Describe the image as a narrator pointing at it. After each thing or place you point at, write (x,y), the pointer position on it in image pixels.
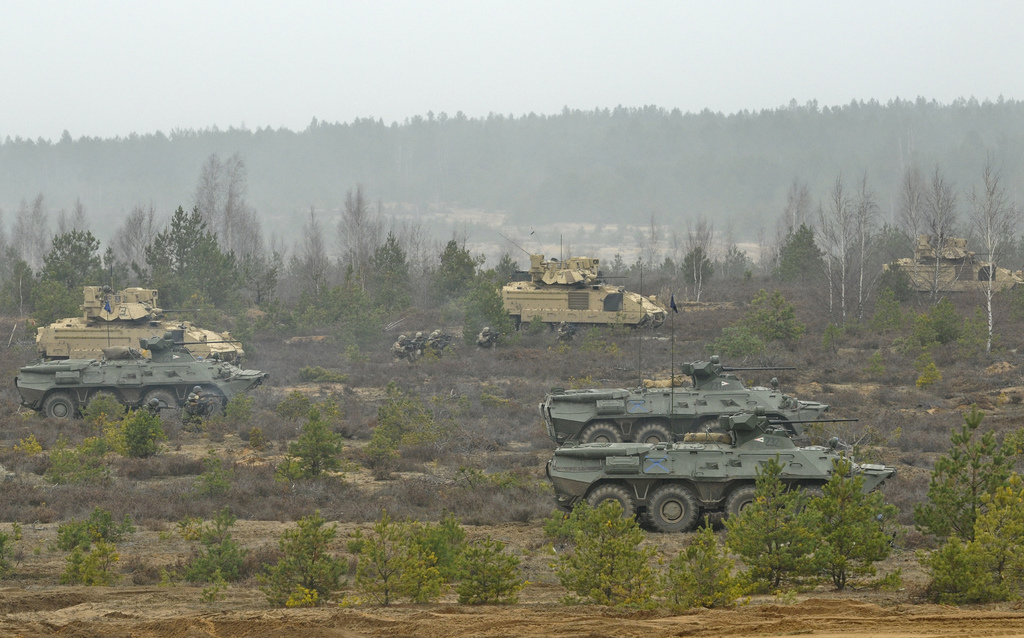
In this image we can see military vehicles (695,425), plants (801,551), trees (383,259) and sky (590,87).
